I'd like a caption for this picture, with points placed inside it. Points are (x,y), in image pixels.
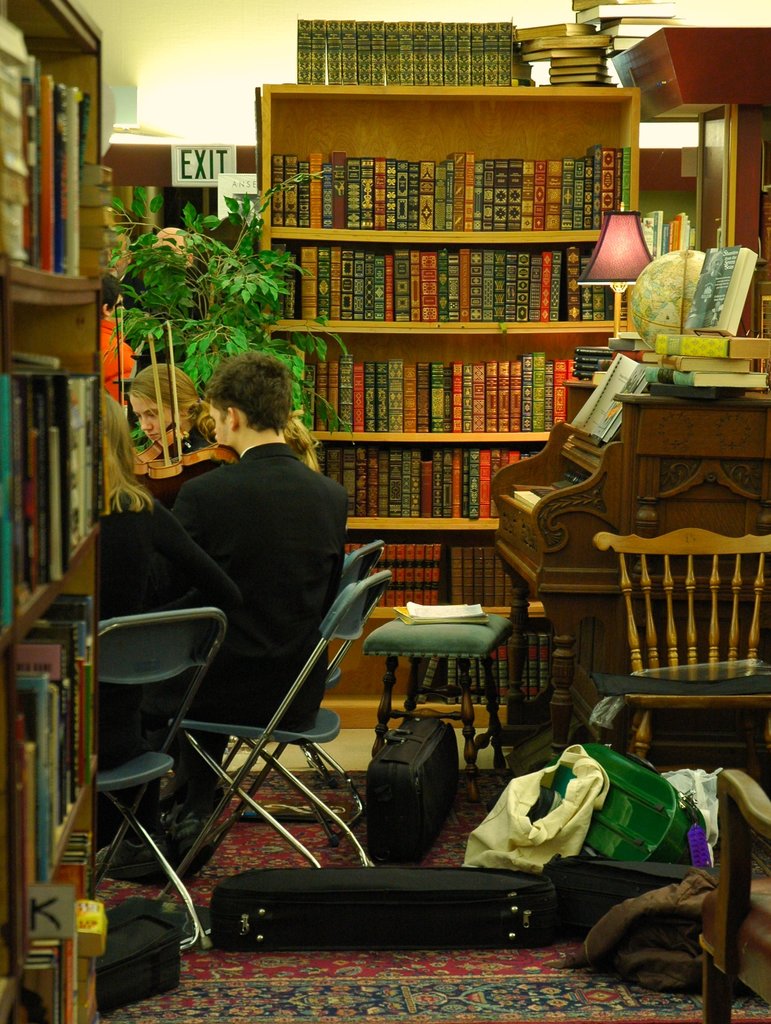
In this picture three people (222,586) are sitting on a chair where two shelves (64,237) filled with books (497,170) and a wooden piano (581,527) and there is also a violin box (398,889) kept on the floor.
